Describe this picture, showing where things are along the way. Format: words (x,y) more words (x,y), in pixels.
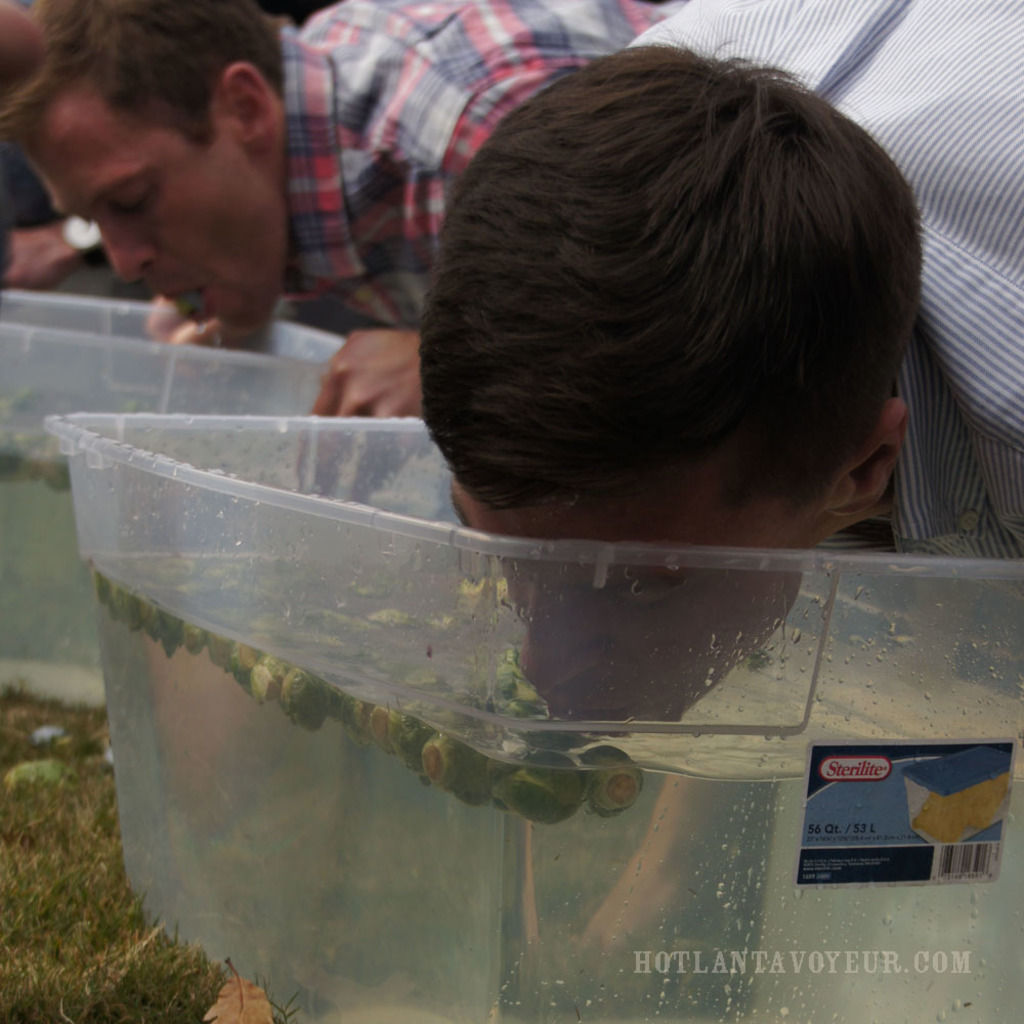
In this image there are some persons (453,295) bent over as we can see at top right side of this image (760,254) and there are two tubs (270,646) are kept at bottom of this image (274,718) and there is some text (842,969) written at bottom right corner of this image (732,966).
